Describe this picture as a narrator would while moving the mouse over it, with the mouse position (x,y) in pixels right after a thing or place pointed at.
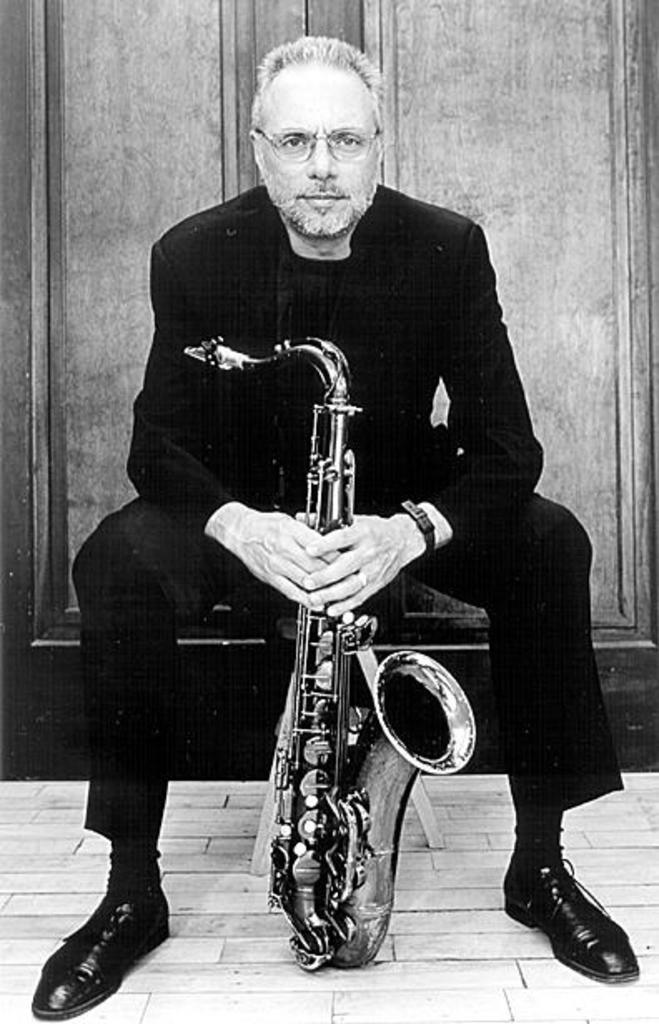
In this image, in the foreground (331,171) we can see a person (547,577) holding a musical instrument (275,852) and in the background (195,115) we can see the door (557,105).
